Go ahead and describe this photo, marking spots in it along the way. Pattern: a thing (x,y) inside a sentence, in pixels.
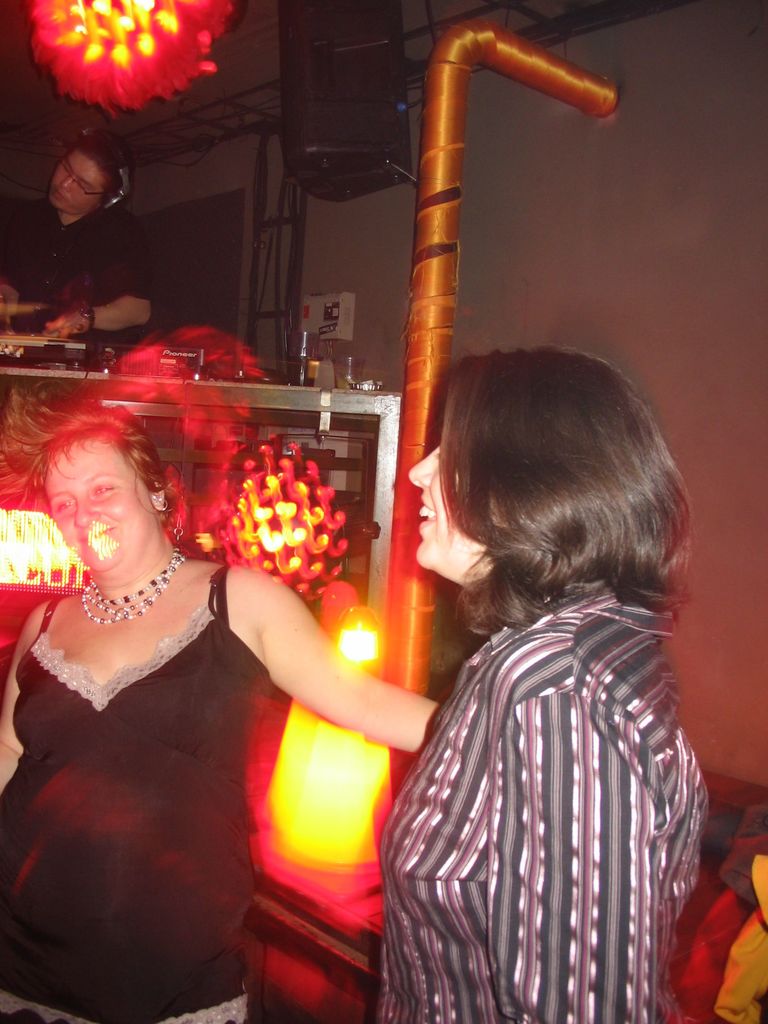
This image seems to be clicked inside a bar (589,146), in the front (126,594) there are two women (516,649) dancing, in the back (93,186) there is person (83,203) with head phones (117,198) and over the ceiling (164,149) there are lights (137,39).
